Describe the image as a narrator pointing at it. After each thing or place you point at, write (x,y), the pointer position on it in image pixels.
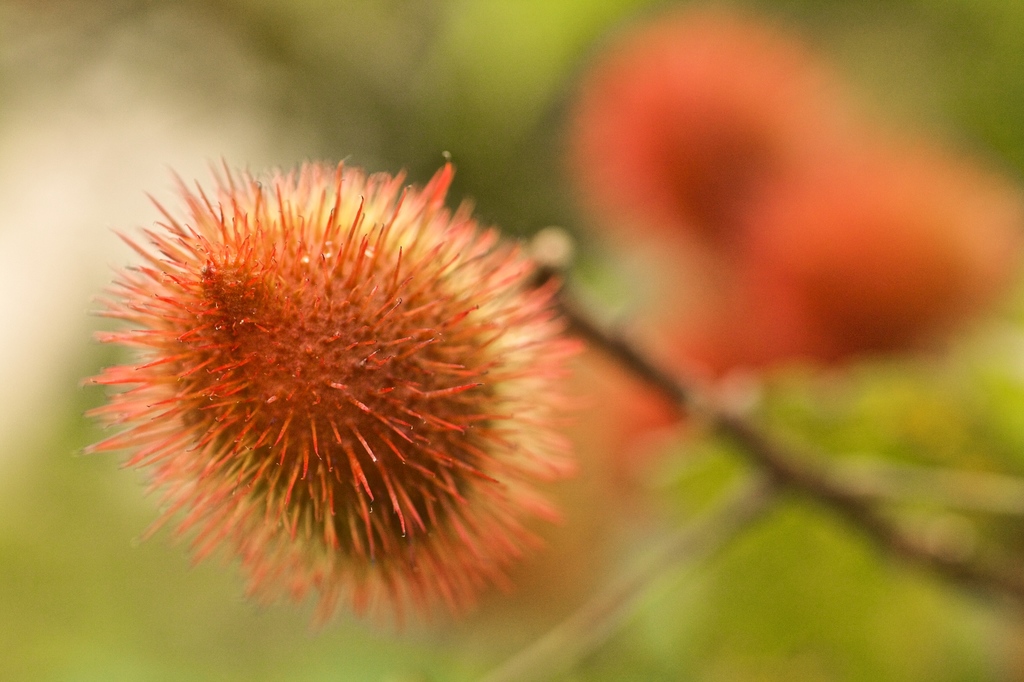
In the picture we can see some flower (300,384) which is red in color and the background (573,213) image is blur.
